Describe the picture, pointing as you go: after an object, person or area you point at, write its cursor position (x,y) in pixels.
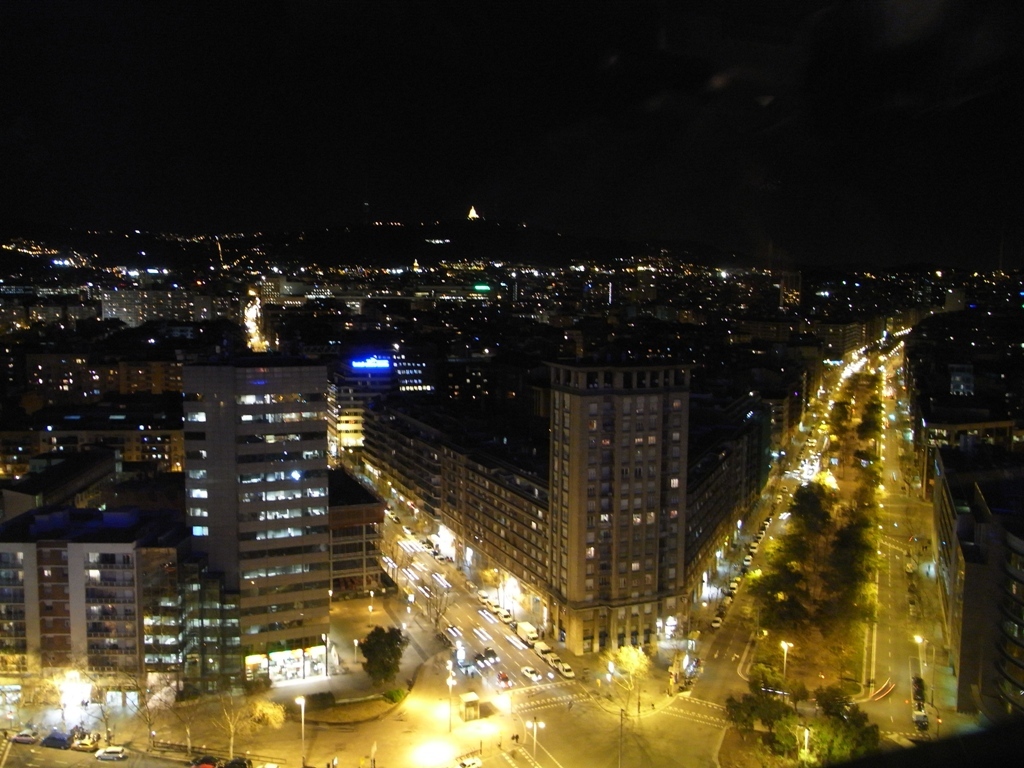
This is a picture of a night view of the city (441,368), we can see some buildings (505,405), lights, poles (371,619), trees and vehicles (533,675) on the road (426,552).
